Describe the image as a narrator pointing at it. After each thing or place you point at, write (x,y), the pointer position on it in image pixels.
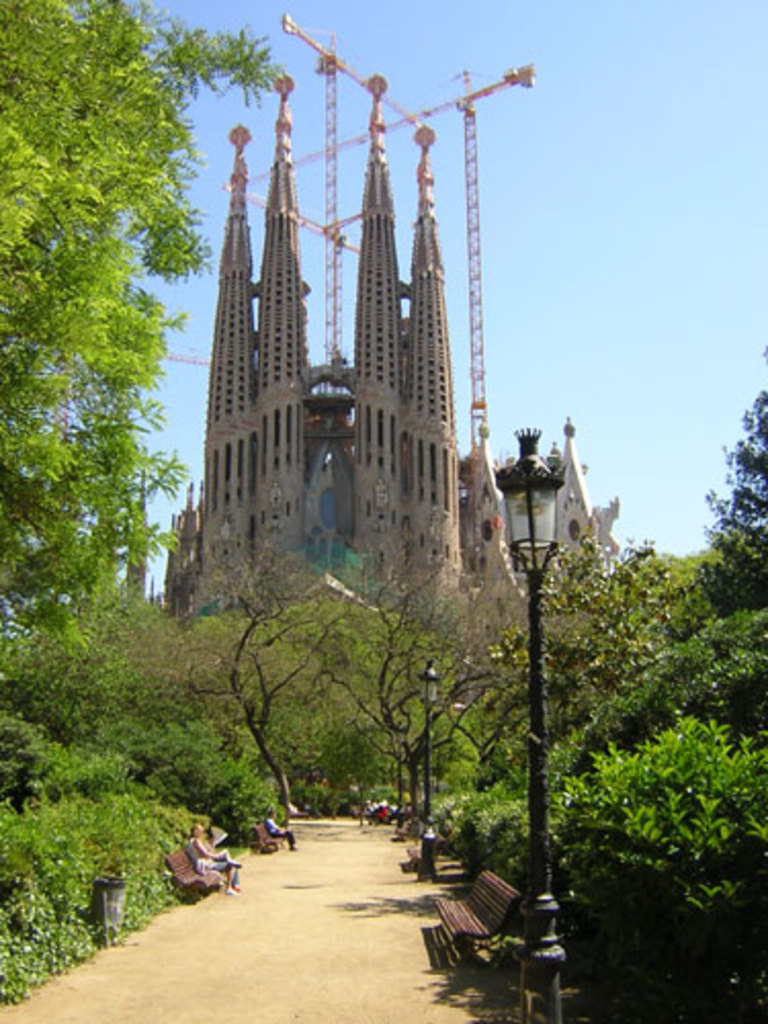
In this picture we can see benches (419,833) with some people (207,854) sitting on it, poles (537,881), trees (447,768), buildings (444,514) and in the background (598,389) we can see the sky (579,181).
